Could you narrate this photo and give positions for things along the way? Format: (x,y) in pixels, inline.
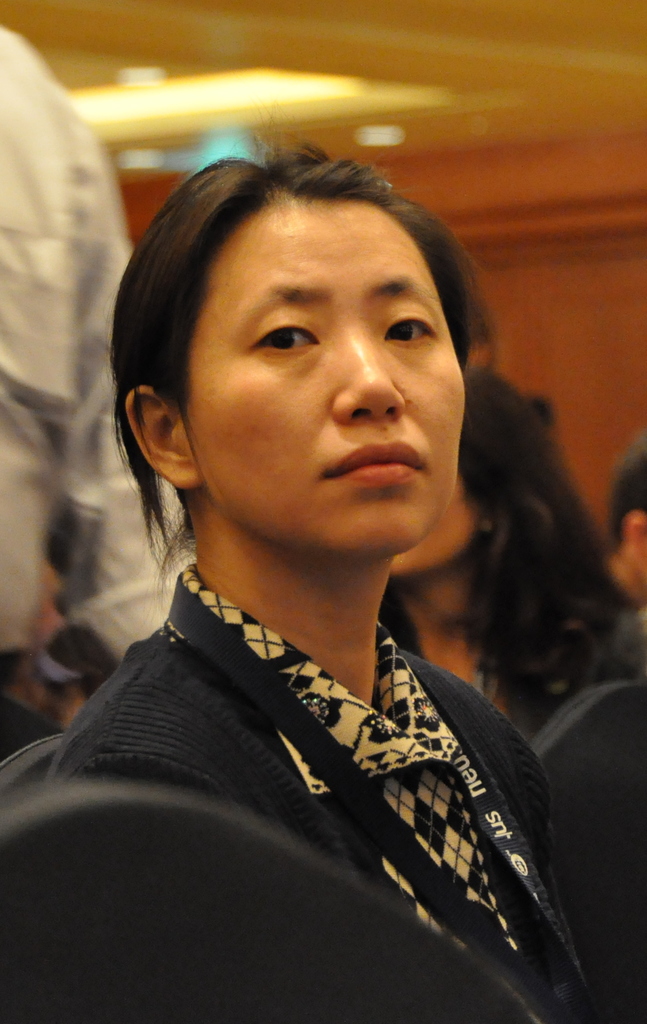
In the picture there is a woman (371,668), she is wearing a coat (235,771) and an ID card (408,839) and she is looking towards the camera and the background of the woman (236,709) is blur.
